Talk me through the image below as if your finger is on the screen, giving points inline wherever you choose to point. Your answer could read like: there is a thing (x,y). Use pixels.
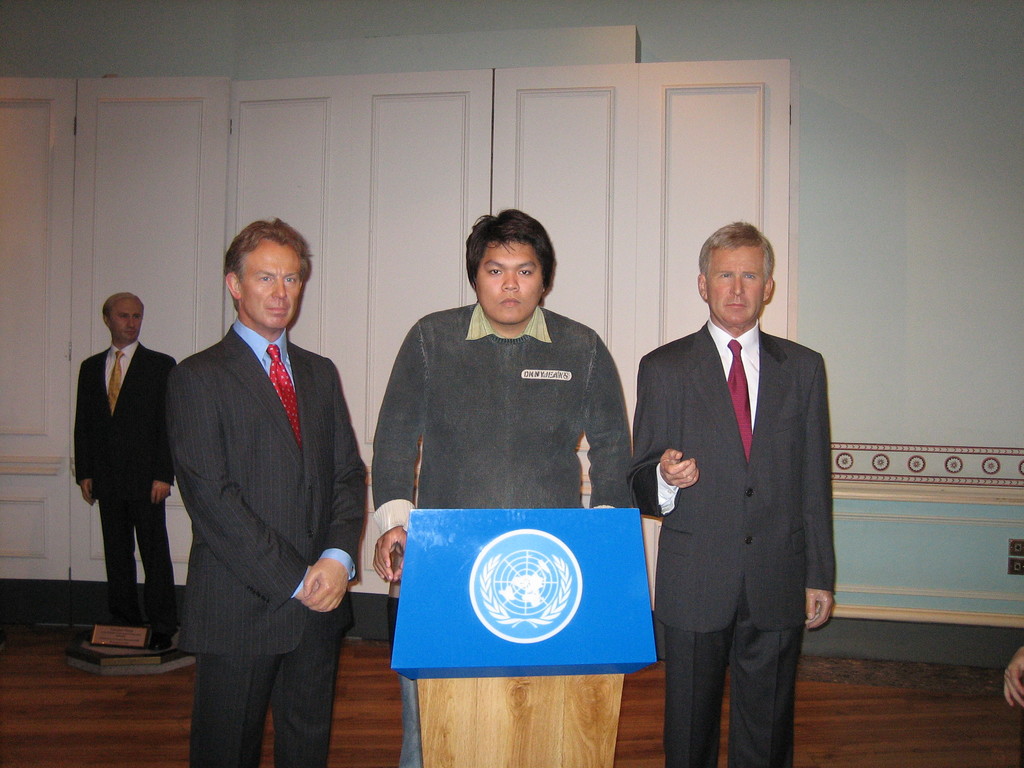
In this image we can see a person (473,365) standing in front of the podium (459,534) and there are three wax statues (773,546) in a room (599,316) and we can see the wall (834,360) in the background (933,617).
